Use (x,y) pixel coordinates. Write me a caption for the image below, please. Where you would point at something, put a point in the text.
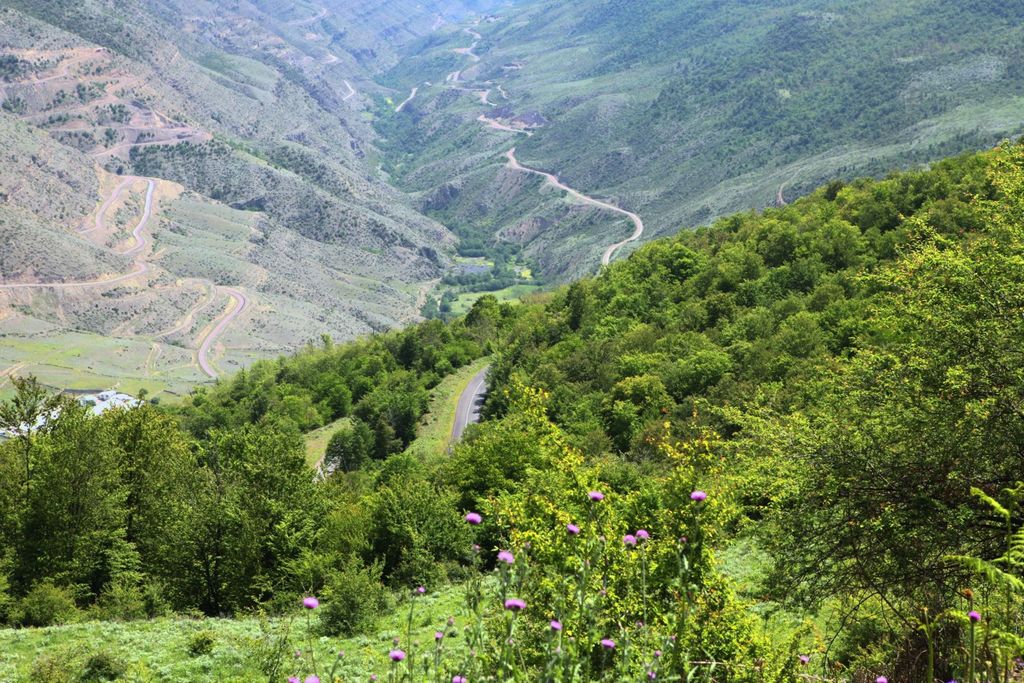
In this image we can see plants (601,624) with flowers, group of trees (600,447), a pathway (467,402) and in the background (514,102), we can see mountains (556,83).
